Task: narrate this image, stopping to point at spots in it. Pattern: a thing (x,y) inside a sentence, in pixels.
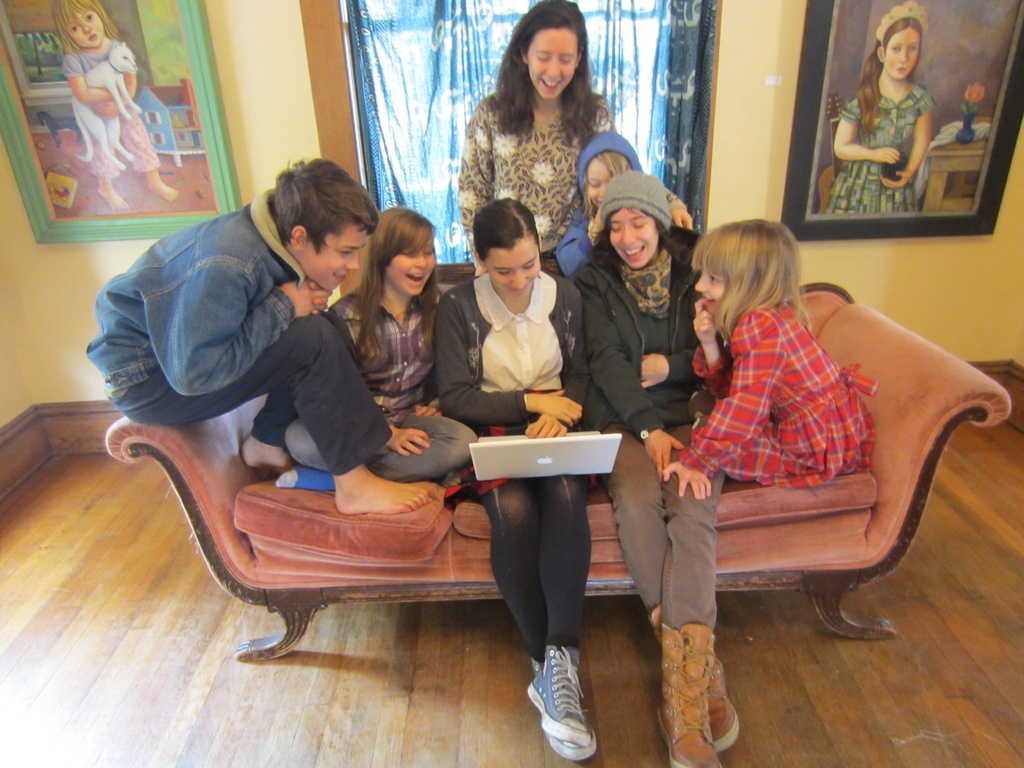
In the given image i can see a people (563,328) looking towards the laptop (516,446) and in the background (59,159) i can see a photo frames (977,111) and window (412,91).
